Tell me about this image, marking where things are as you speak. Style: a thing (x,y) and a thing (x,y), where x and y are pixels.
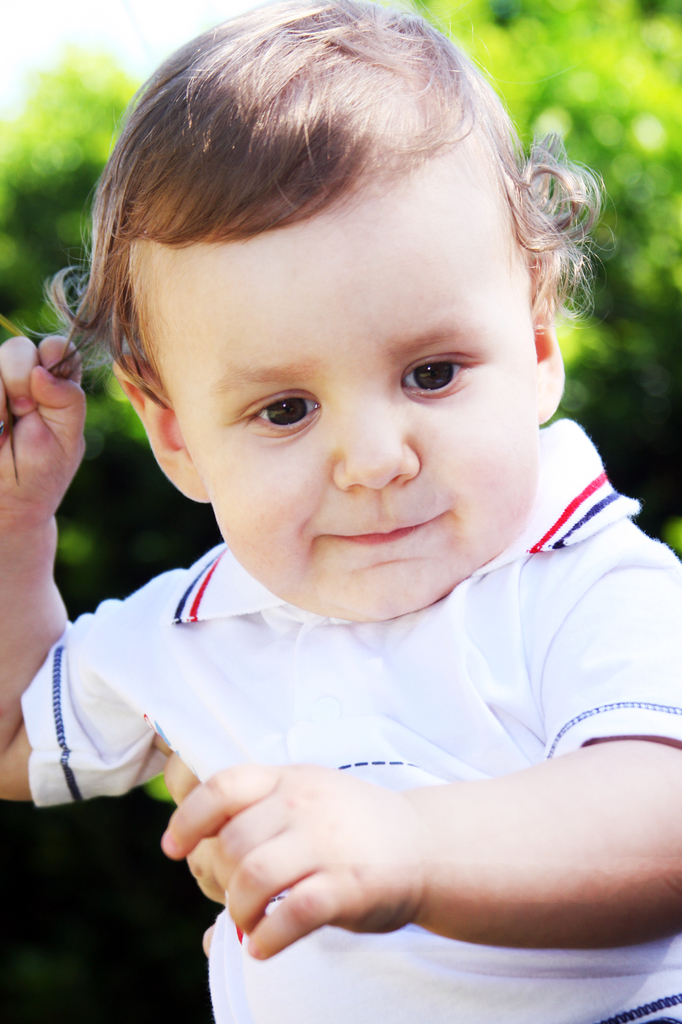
In this image, we can see a kid (467,392) wearing clothes (428,768). In the background (508,49), image is blurred.
